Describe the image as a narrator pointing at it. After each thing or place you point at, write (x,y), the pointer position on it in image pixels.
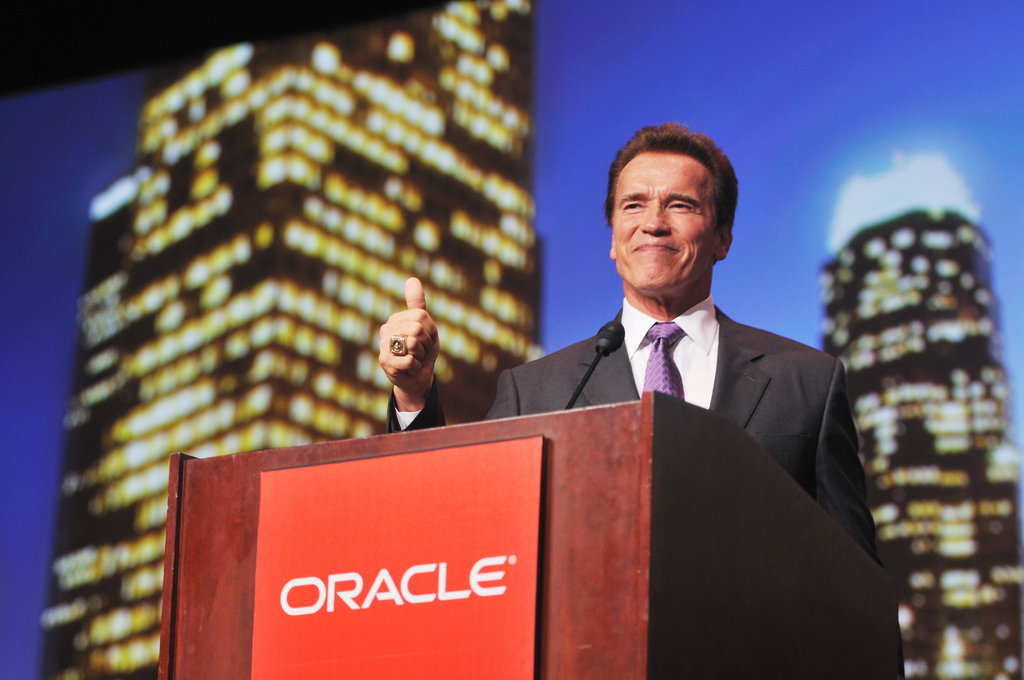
In this image, we can see a man (548,369) standing and there is a podium (399,550), in the background (175,237), we can see the buildings (205,264) and there is a blue sky (734,58).
